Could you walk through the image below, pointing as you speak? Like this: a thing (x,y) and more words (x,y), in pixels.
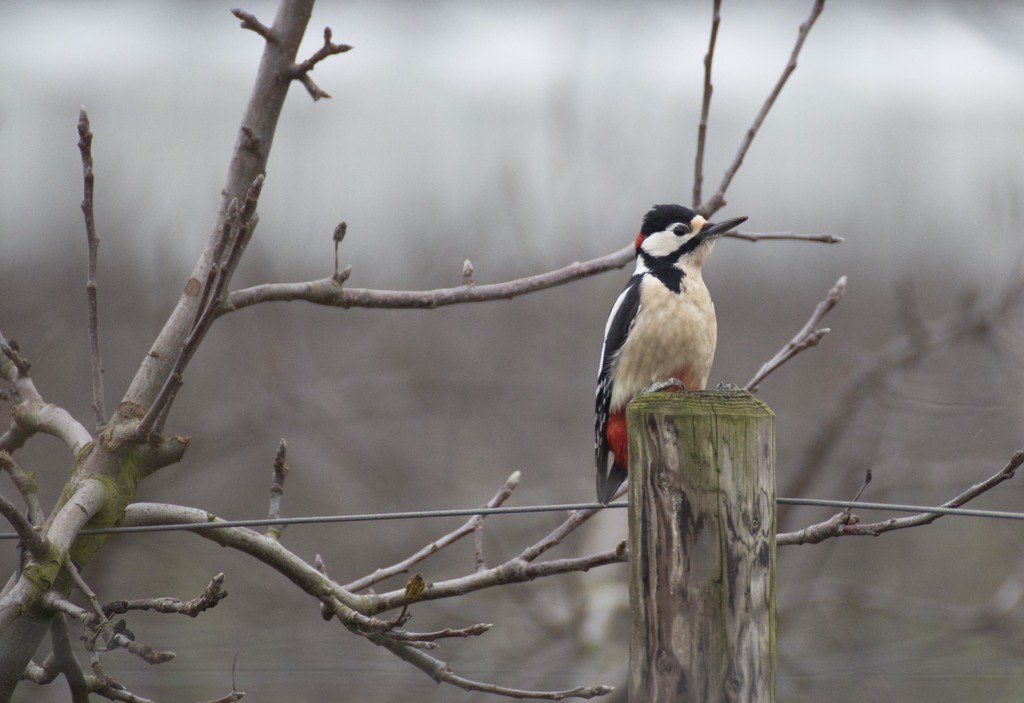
This is the picture of a bird (626,363) which is on the wooden stick (668,549) and to the side there is a tree stem (1,635).
